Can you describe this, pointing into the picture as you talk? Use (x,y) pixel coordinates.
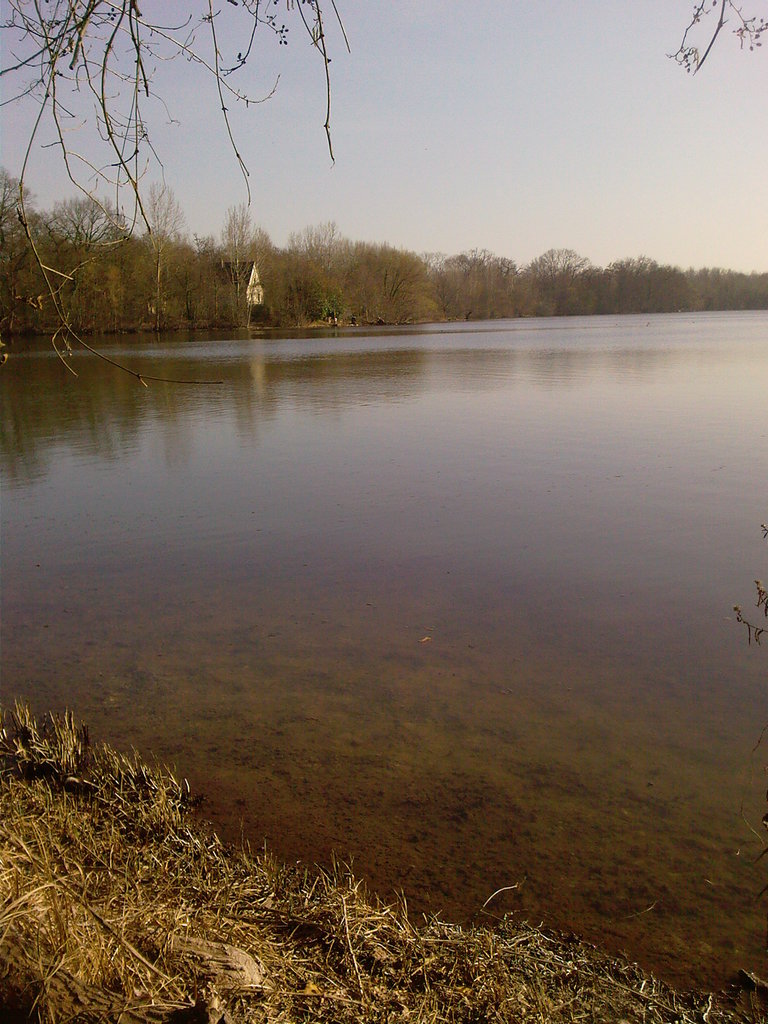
In this picture we can see grass (155,928) and water (478,446), in the background (78,285) we can find few trees (458,263).
